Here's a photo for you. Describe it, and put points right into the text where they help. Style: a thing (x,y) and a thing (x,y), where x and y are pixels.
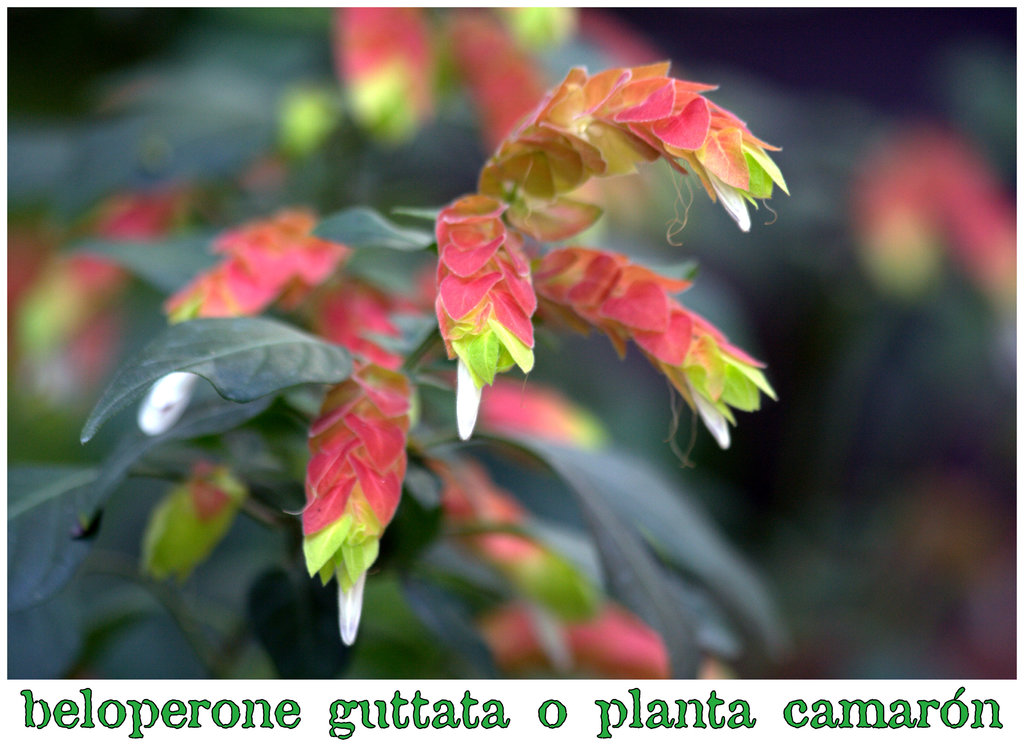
In the middle of the image (509,435) we can see plant (518,247). In the background of the image (575,370) it is blurry. Something written at the bottom of the image (850,705).
